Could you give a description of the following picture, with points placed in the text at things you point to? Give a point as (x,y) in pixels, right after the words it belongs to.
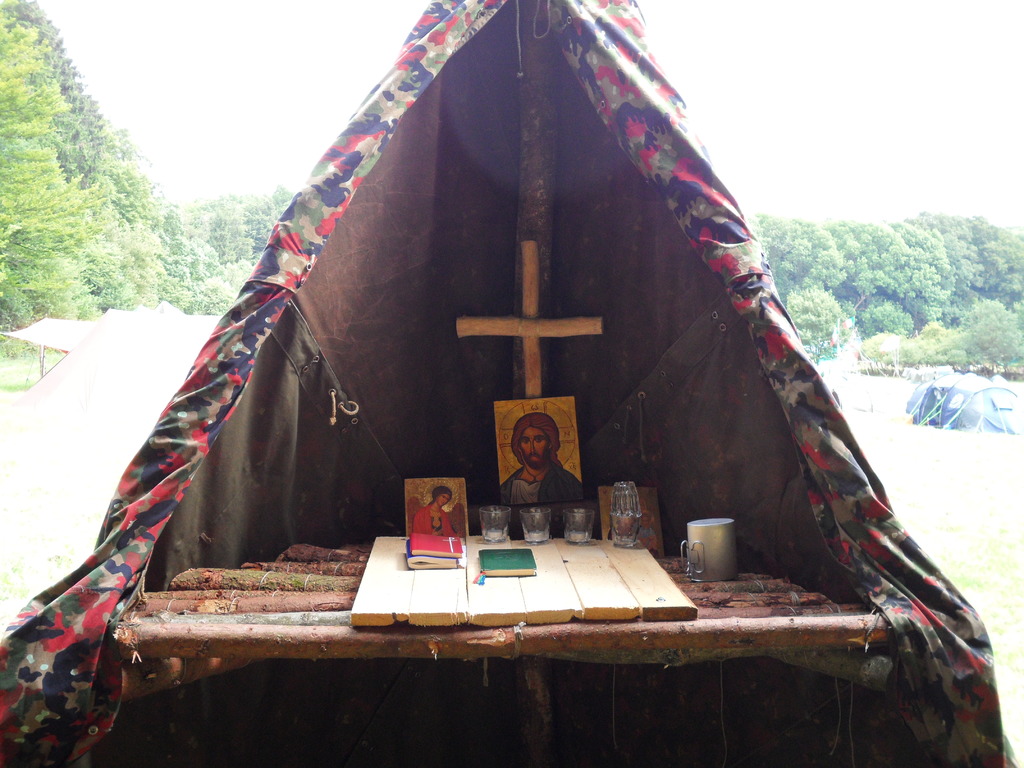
This image is clicked outside. There are trees (154,224) on the left side (81,222) and right side (966,321). In the middle (587,386) there is something like a tent (643,454). In that there are photo frames (526,497), glasses (581,539), book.
